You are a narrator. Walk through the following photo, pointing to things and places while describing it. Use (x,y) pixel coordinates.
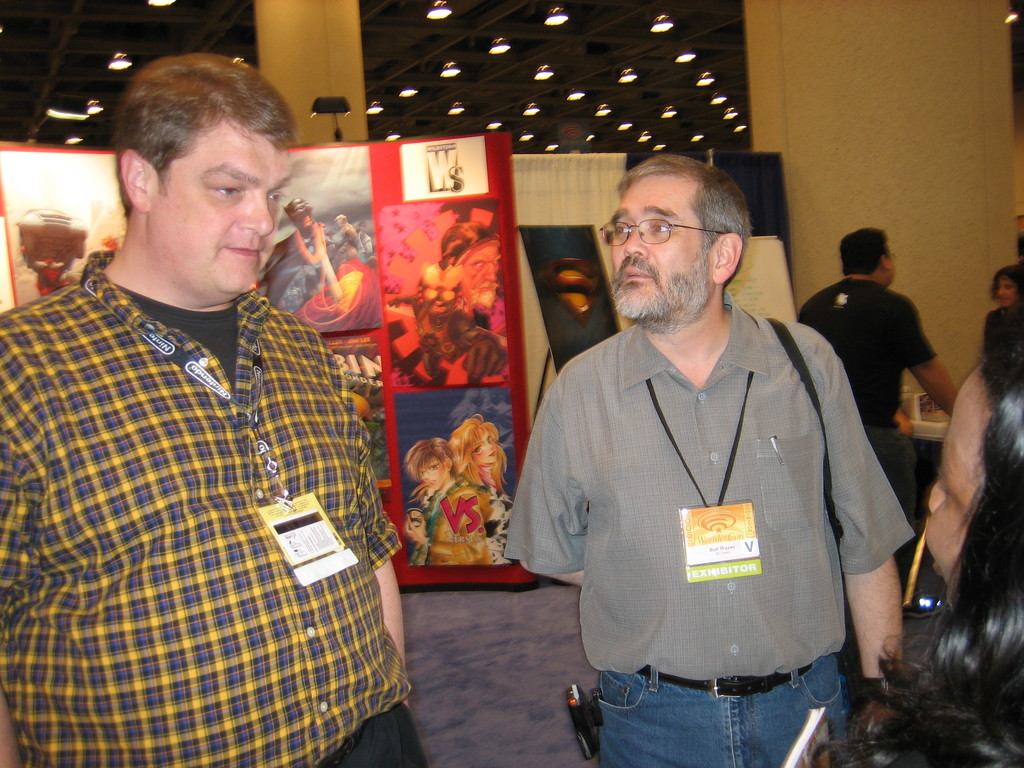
In this image we can see few people (803,533). Some are wearing tags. In the back (571,245) there are board (315,247) with images (343,258). On the ceiling (478,61) there are lights (449,76).
